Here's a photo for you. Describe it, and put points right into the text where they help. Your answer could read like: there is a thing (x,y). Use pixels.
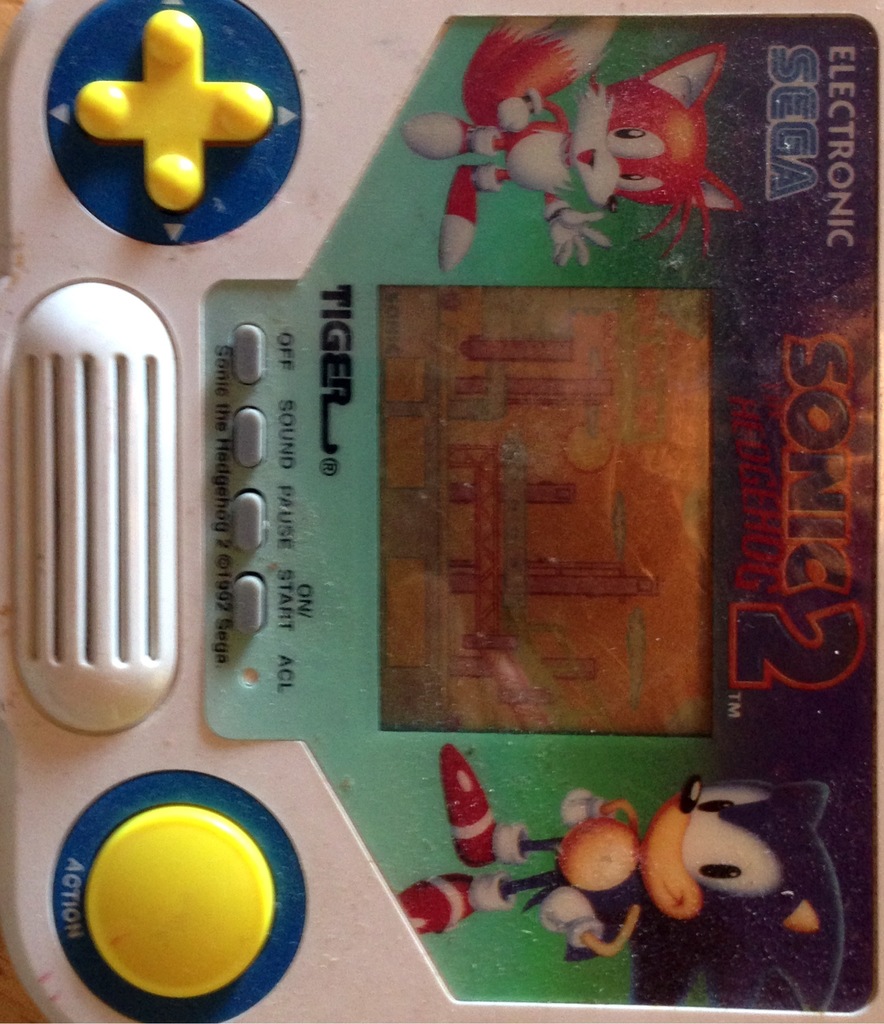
This image consists of a video game (359,624). The buttons (221,982) are in yellow color. There are cartoon stickers (507,103) on it.
